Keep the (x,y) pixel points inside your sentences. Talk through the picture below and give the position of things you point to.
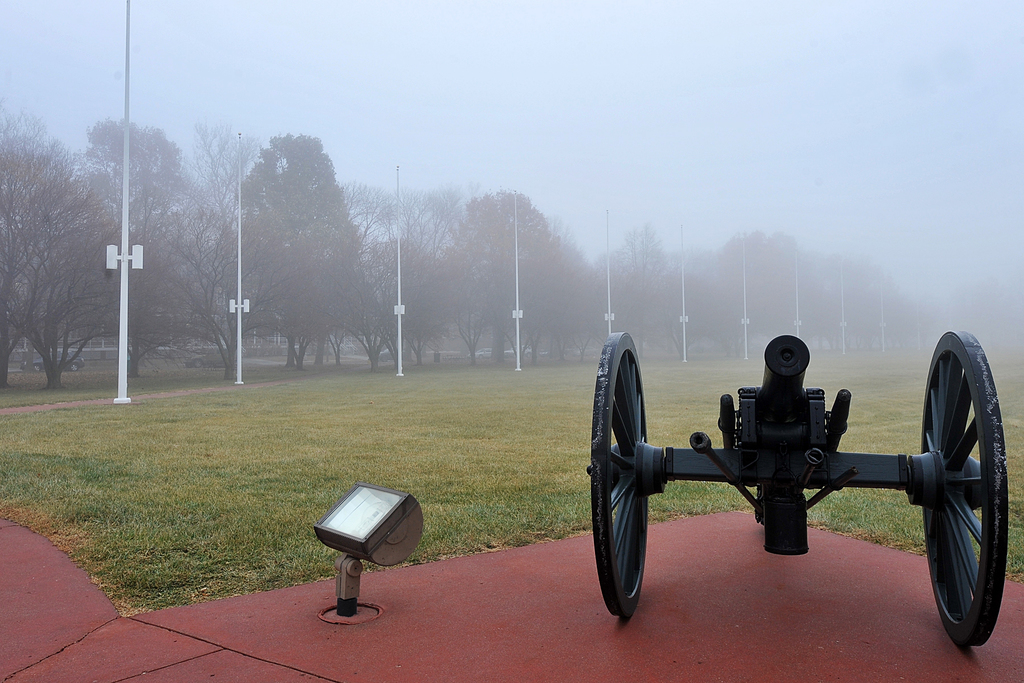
In this image there is a cannon (971,431) to the right (747,476). Beside it there is the light (407,526). Behind it there's grass (456,375) on the ground (474,372). In the background (334,252) there are trees (253,277) and poles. At the top (608,110) there is the sky (573,90).
